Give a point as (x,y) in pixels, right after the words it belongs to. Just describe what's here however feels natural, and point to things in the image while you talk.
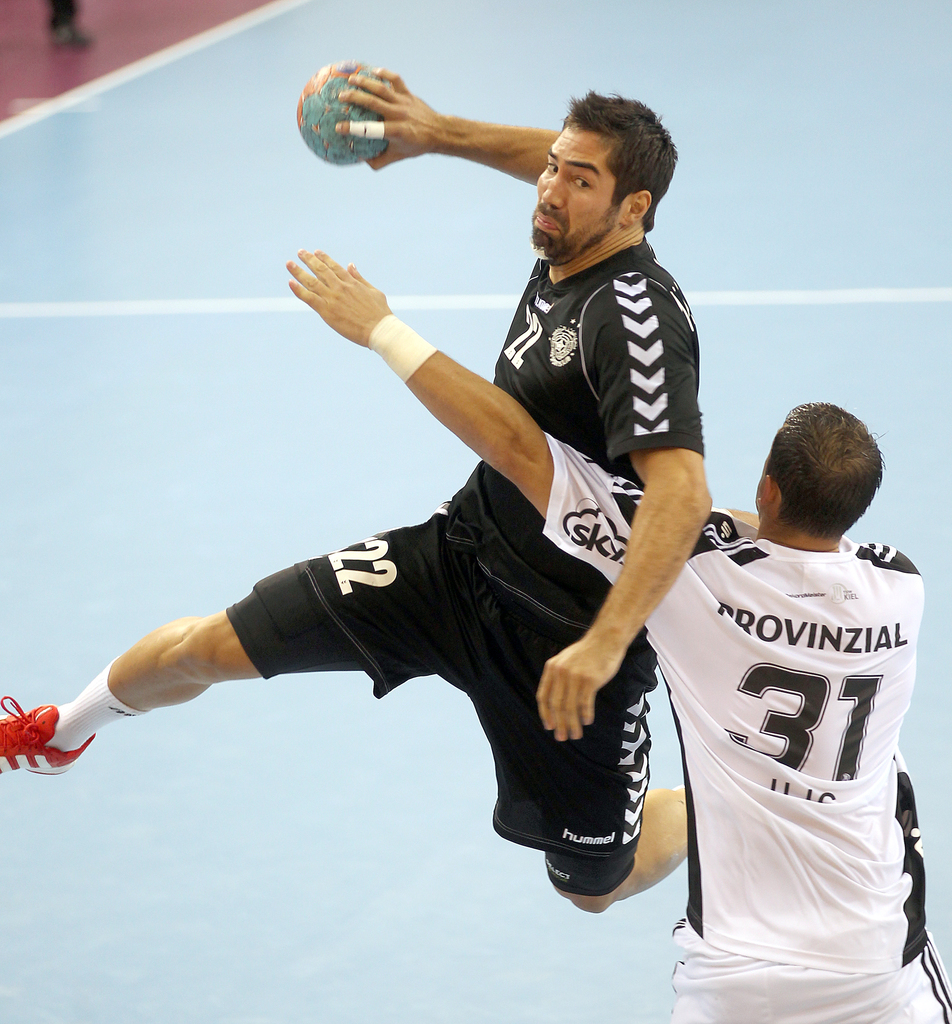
In this picture I can see in the middle (569,347) a person (538,364) is jumping by holding a ball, he is wearing a black color dress (486,471). On the right side (808,532) there is a man (834,789), he is wearing a white color dress (830,750).
